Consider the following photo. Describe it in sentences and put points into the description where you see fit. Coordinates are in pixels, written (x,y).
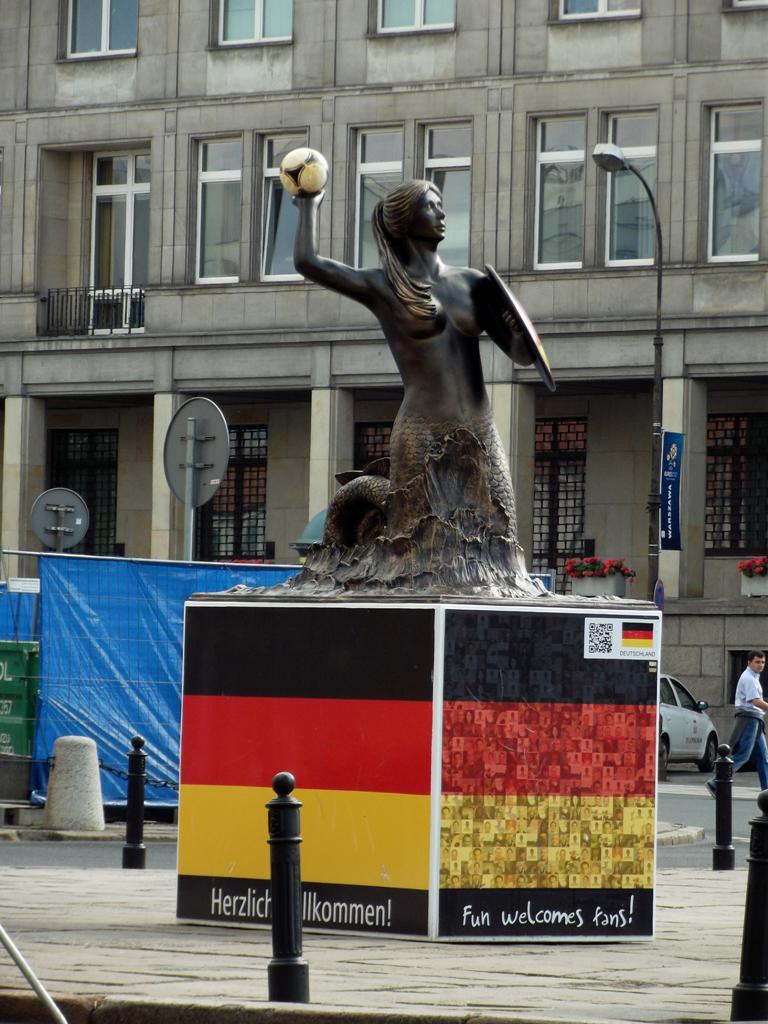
This picture is clicked outside. In the center (456,505) we can see the sculpture (461,379) of a mermaid (394,554) on an object (393,699) and we can see the text (347,908) on the object (328,829) and we can see the metal rods (722,806) and some other objects (766,823). In the background (725,509) we can see the building (176,528), net (143,633), curtains (146,656), vehicle (687,703) and a person (751,715) walking on the ground (670,813) and we can see the potted plants (603,586) and some other objects (13,744).
